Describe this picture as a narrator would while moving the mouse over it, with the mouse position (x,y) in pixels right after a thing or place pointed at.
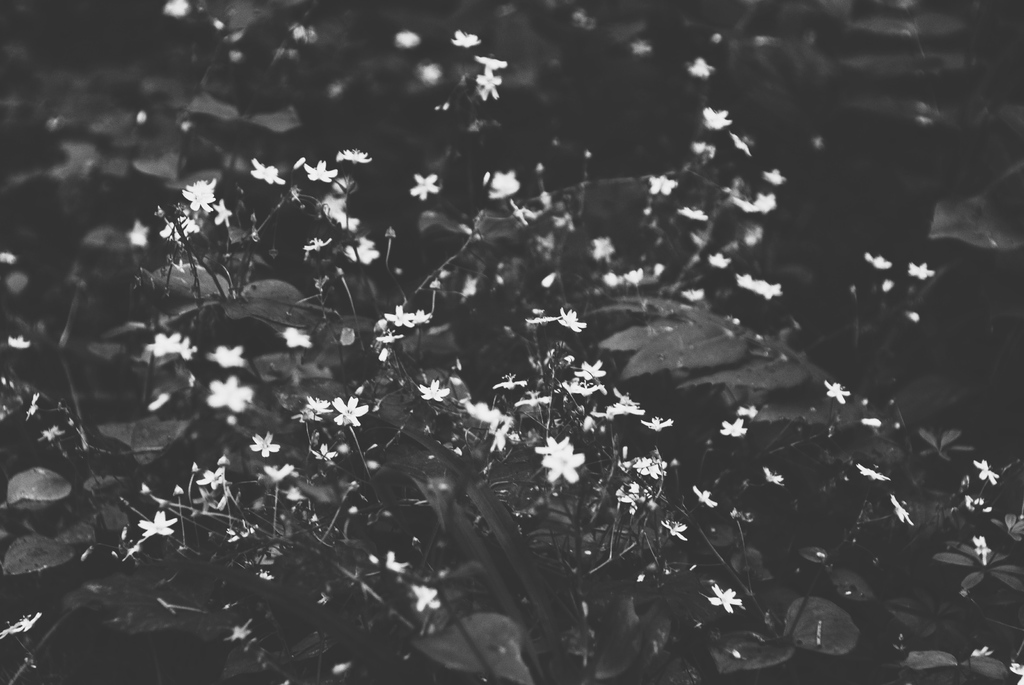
This is a black and white image. In this image I can see plants (586,499) along with the flowers (400,315).
